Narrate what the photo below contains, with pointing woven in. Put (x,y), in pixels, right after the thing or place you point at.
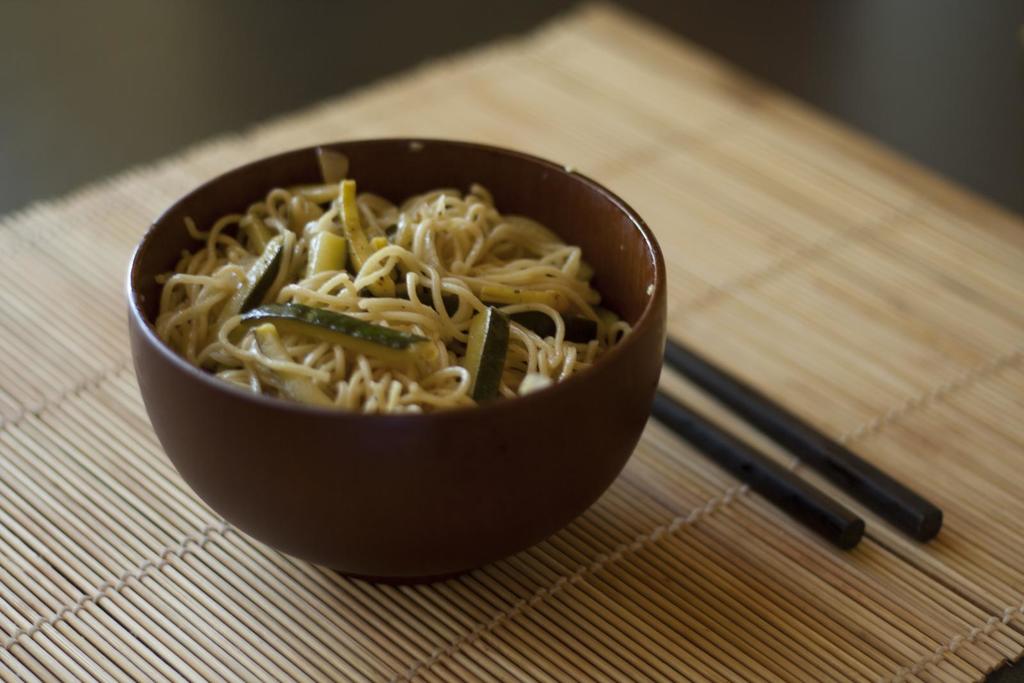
Here we can see noodles (389,248), vegetable slices (281,313) in a bowl (243,398) and chopsticks (682,428) on a wooden dining table mat (182,605) on a platform (199,40).
